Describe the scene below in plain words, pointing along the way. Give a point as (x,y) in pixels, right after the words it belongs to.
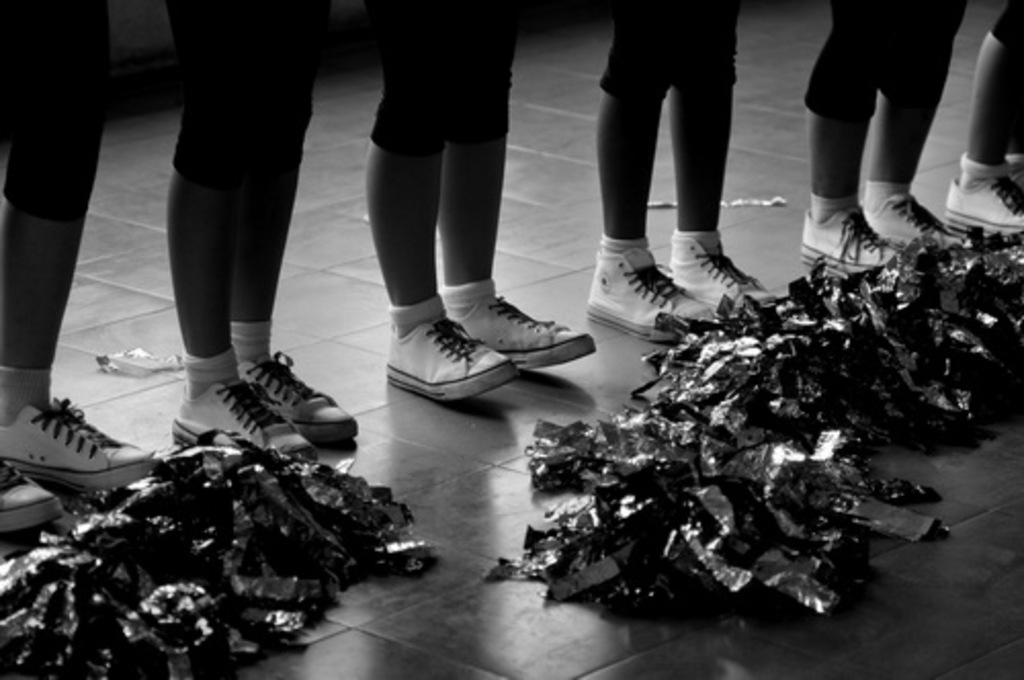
We can see the legs (396,220) of many people (387,277) with shoes (265,394) and socks (401,311). On the ground (414,448) there are some items (747,453). And it is a black and white image.
